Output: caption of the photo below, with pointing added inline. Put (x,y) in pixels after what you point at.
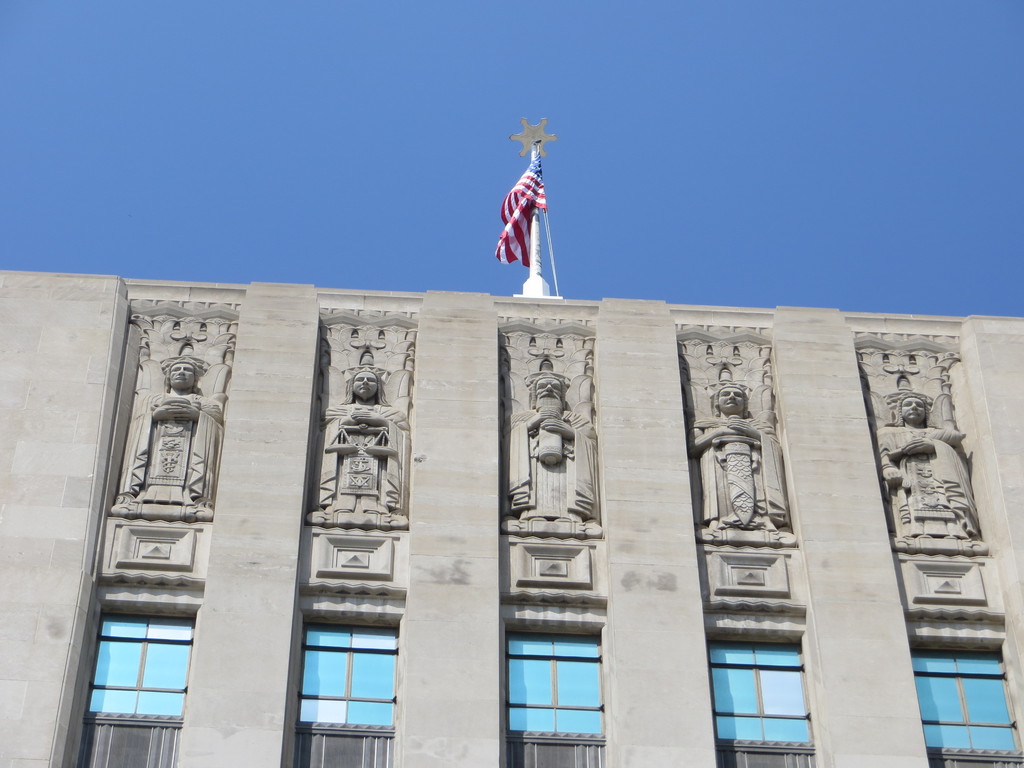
In this image I can see the building (302,599) with statues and windows (310,653). I can see the flag (514,251) at the top of the building (470,307). In the background (346,107) I can see the sky (406,102).
